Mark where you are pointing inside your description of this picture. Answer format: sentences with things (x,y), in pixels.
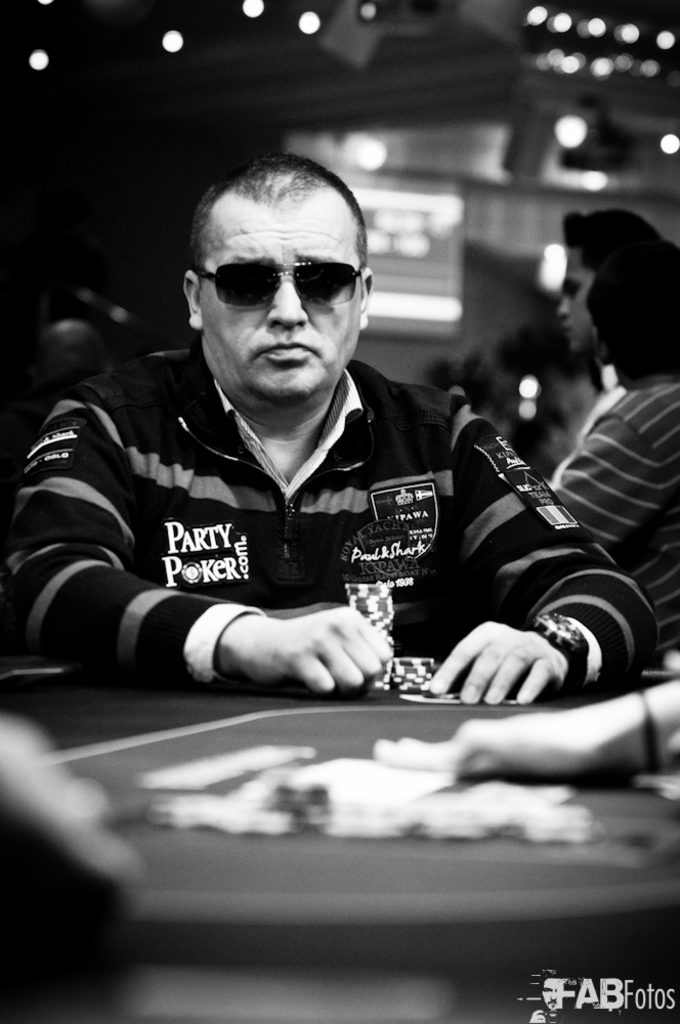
In this picture a guy (212,515) is sitting on a poker table (536,902) and holding coins (375,625) in his hands (385,649). In the background (618,458) we observe many people (617,442) standing and there are lights (36,65) attached to the roof (83,48).
